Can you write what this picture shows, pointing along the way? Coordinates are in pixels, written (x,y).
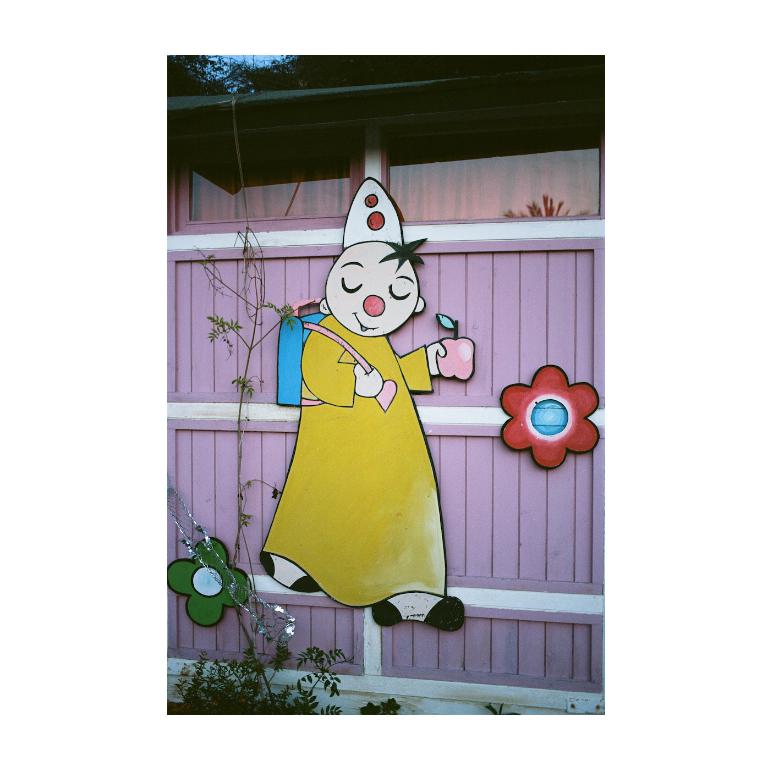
Here in this picture we can see a cartoon image (380,303) holding an apple (467,358) is present on the wooden wall (405,346) over there and we can see some flowers (581,422) present and at the bottom (254,668) we can see plants (248,678) present over there.
